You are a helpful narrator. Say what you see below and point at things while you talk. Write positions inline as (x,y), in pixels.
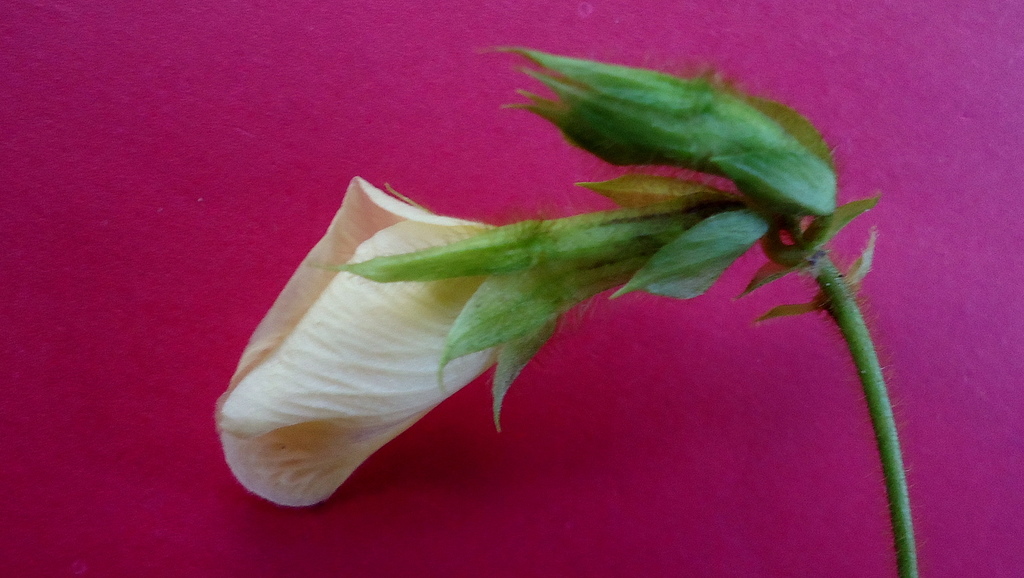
It is a flower (592,277).
